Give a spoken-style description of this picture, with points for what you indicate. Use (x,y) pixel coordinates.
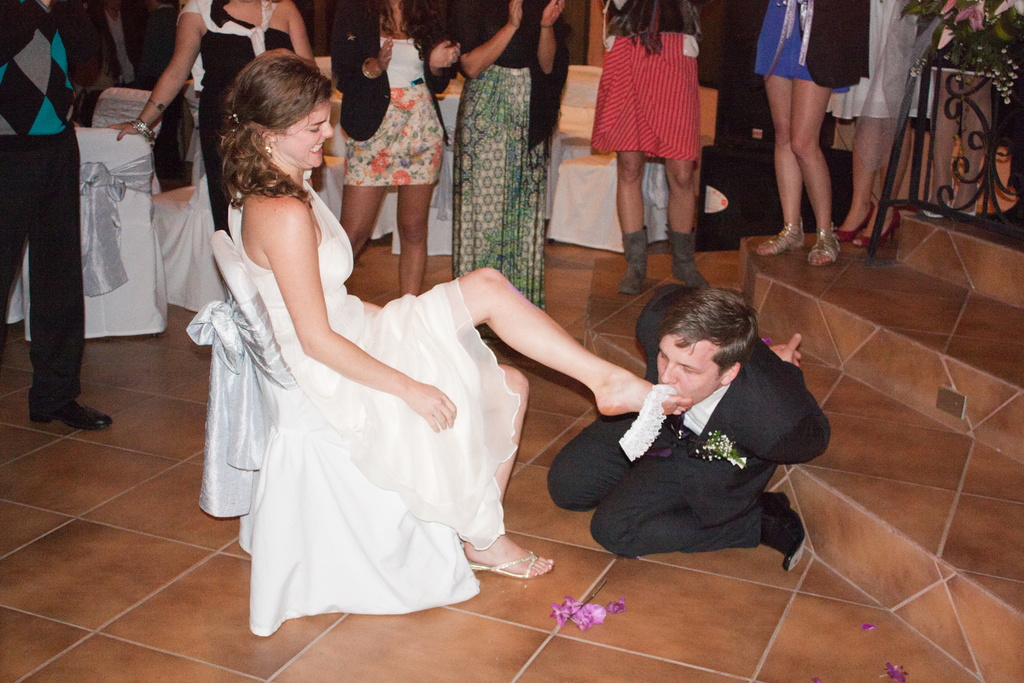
On the left side (288,135), there is a woman (278,90) in white color dress (325,228), smiling and sitting on a chair (263,360). On the right side (771,419), there is a person (711,317) in a suit (762,398) kneeling down on the floor (583,520) and keeping his face (690,345) at the feet (619,398) of the woman (619,398) who is in front of him. In the background (840,2), there are persons (16,58) standing and there are chairs (103,125) arranged. And the background (87,28) is dark in color.
